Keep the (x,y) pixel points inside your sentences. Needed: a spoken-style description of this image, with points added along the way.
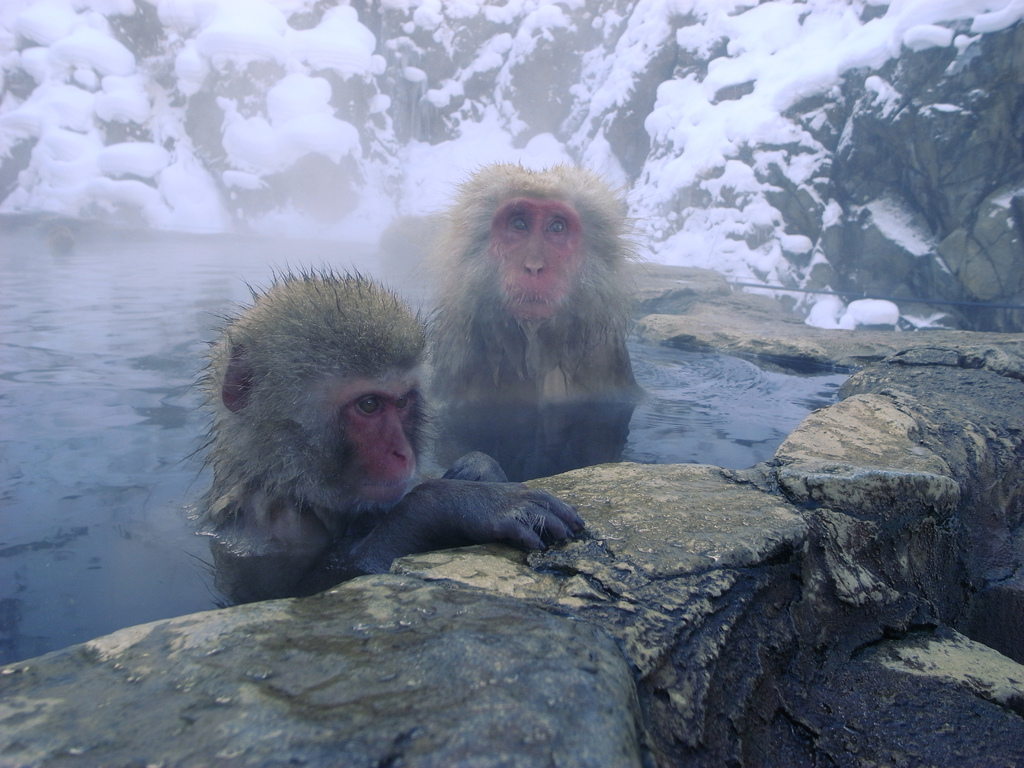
In this image there are two monkeys (406,383) in the water (190,540) one keeping its hands (445,543) on the stone (633,611). In the background (635,157) there are stones (440,78) on which there is snow (708,76).
